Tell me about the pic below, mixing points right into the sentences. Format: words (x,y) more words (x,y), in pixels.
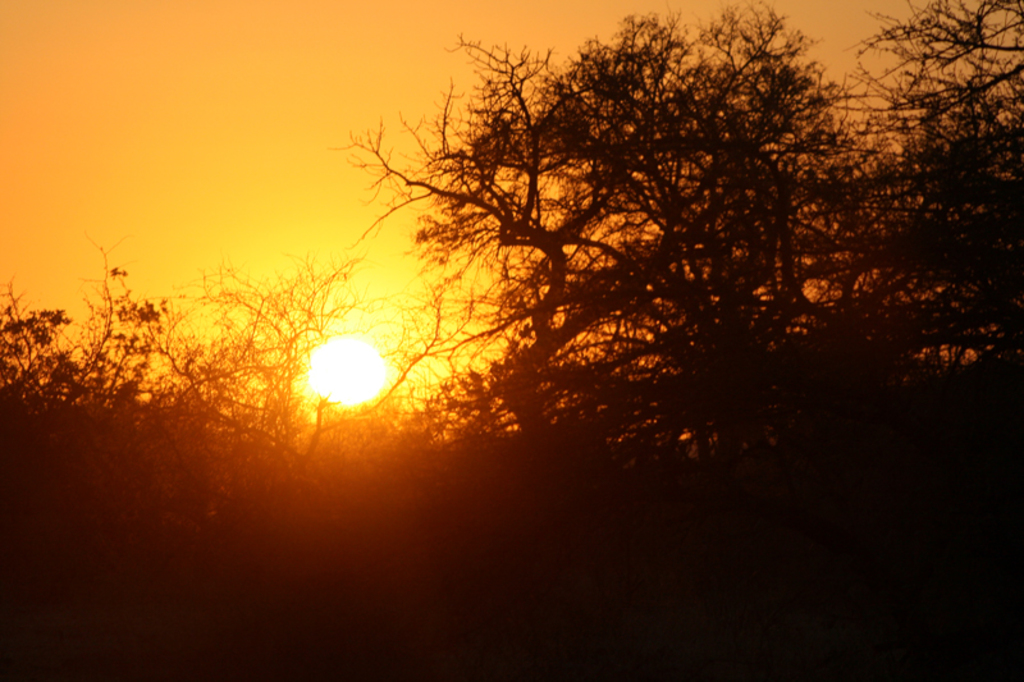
In this picture we can see trees (721,242) and in the background (476,68) we can see the sky (355,134), sun (352,343).
